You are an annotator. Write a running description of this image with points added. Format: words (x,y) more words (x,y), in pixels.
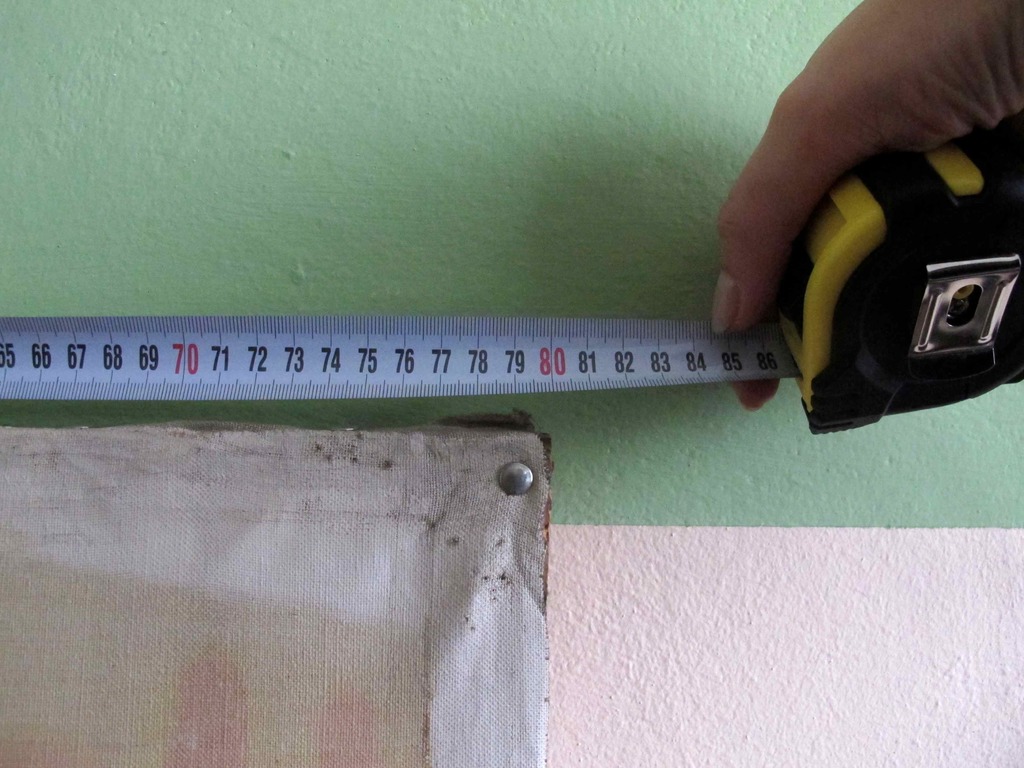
In this image there is one persons hand (879,65) is visible and the person (1012,47) is holding a tape (314,392), and on the left side (145,460) there is one board (341,487) and in the background (406,204) there is wall (651,83).
